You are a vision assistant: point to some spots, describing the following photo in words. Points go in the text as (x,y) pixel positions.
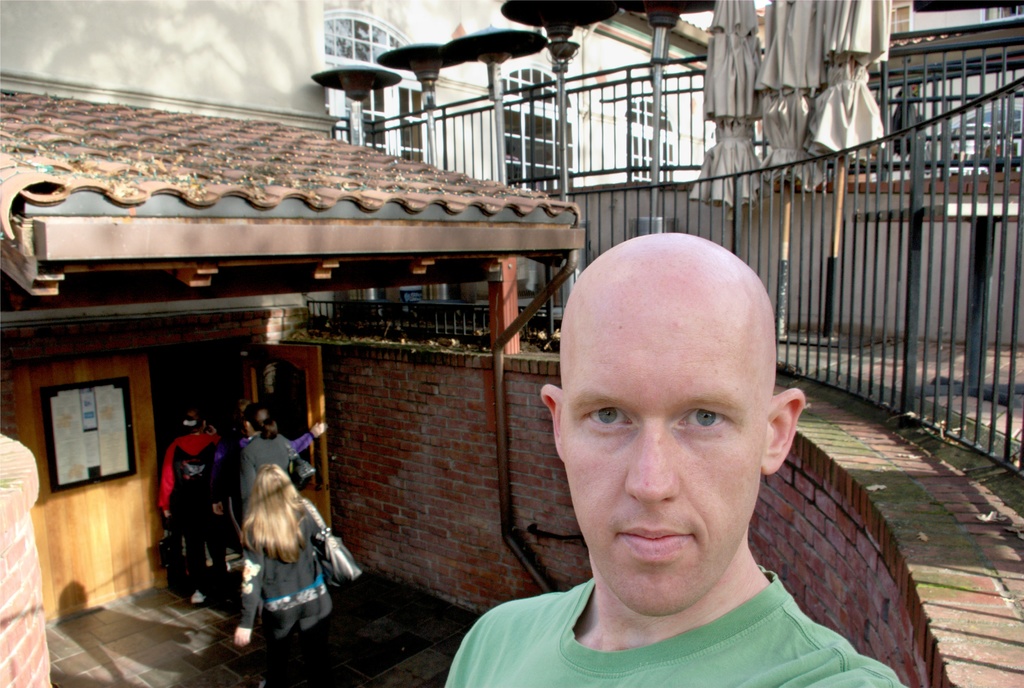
In the foreground of this image (647,605), there is a man (674,560) with bald head (665,270). On the right (890,255), there are railings (665,121), light poles (558,87) and umbrellas (763,94). On the left (91,474), there is a building (33,282), note board (58,455), wall (12,619), persons (309,542) walking on the floor (160,630) and the door (305,377). In the background (411,16), there is a building (427,14).
